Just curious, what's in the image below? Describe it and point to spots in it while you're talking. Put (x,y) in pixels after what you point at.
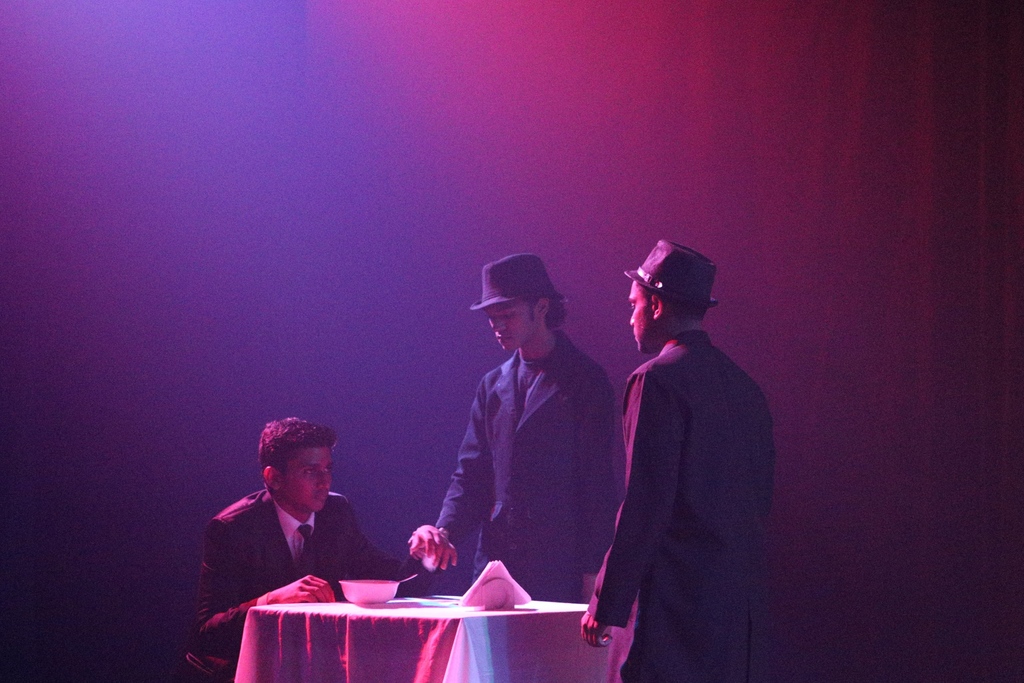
In this picture I can see 3 men (660,450) in front (595,474) and I see that they're wearing formal dress (566,477). I can also see that the man (230,514) on the left (237,515) is sitting and rest of them are standing and I can see a table (353,630) in front of them, on which there is a bowl (388,592) and other thing (474,587). I see that it is colorful in the background (613,154).
